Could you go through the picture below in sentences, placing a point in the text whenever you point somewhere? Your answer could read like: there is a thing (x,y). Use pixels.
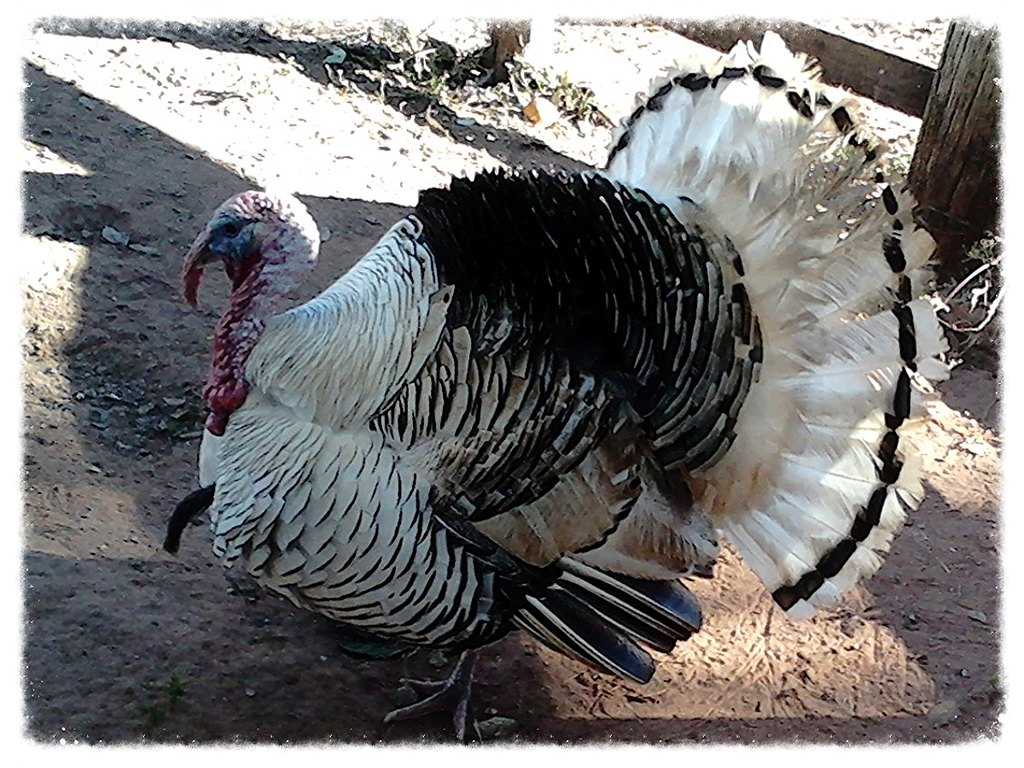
In the image there is a turkey (376,416) which is in black and white color. It is standing on the ground (693,705). There are few dry leaves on the ground (578,36). Behind the turkey (787,59) there is a wooden fencing (896,77).
